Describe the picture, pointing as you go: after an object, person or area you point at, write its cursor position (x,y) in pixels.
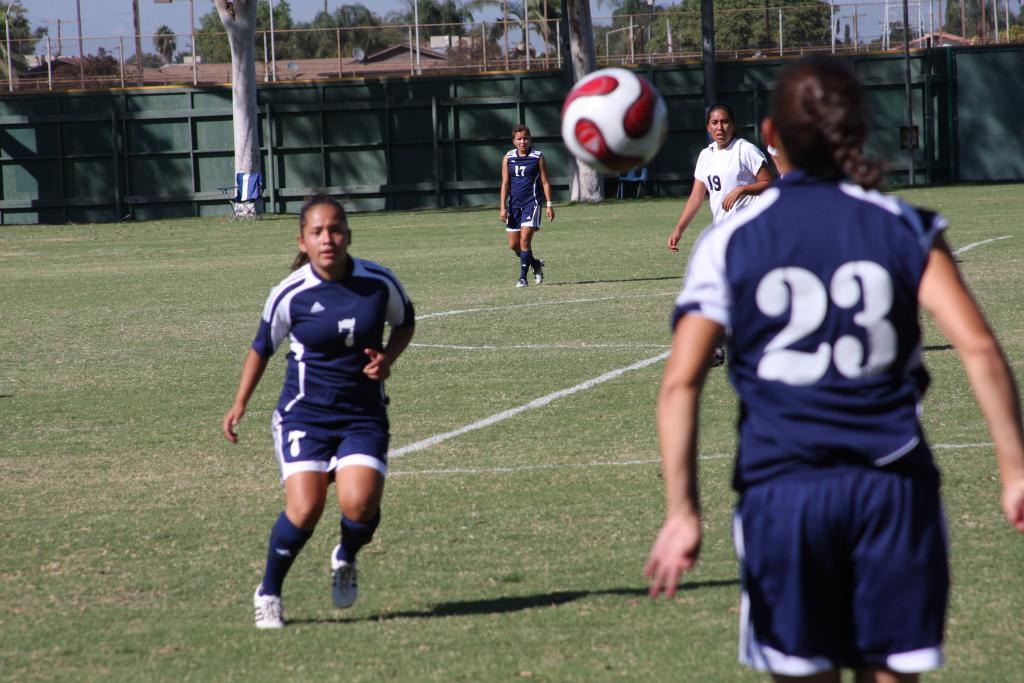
In this image, on the right (833,340) there is a woman (795,343), she wears a t shirt (843,388), trouser (870,557), in front of her there is a ball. On the left (337,415) there is a woman (337,415), she wears a t shirt (369,303), trouser (351,430), shoes (343,569). In the middle (536,228) there are two women (748,201). At the bottom (515,518) there is grass (525,527). In the background (542,129) there are trees (21,54), wall (332,111), houses (409,71), sky (127,42).
